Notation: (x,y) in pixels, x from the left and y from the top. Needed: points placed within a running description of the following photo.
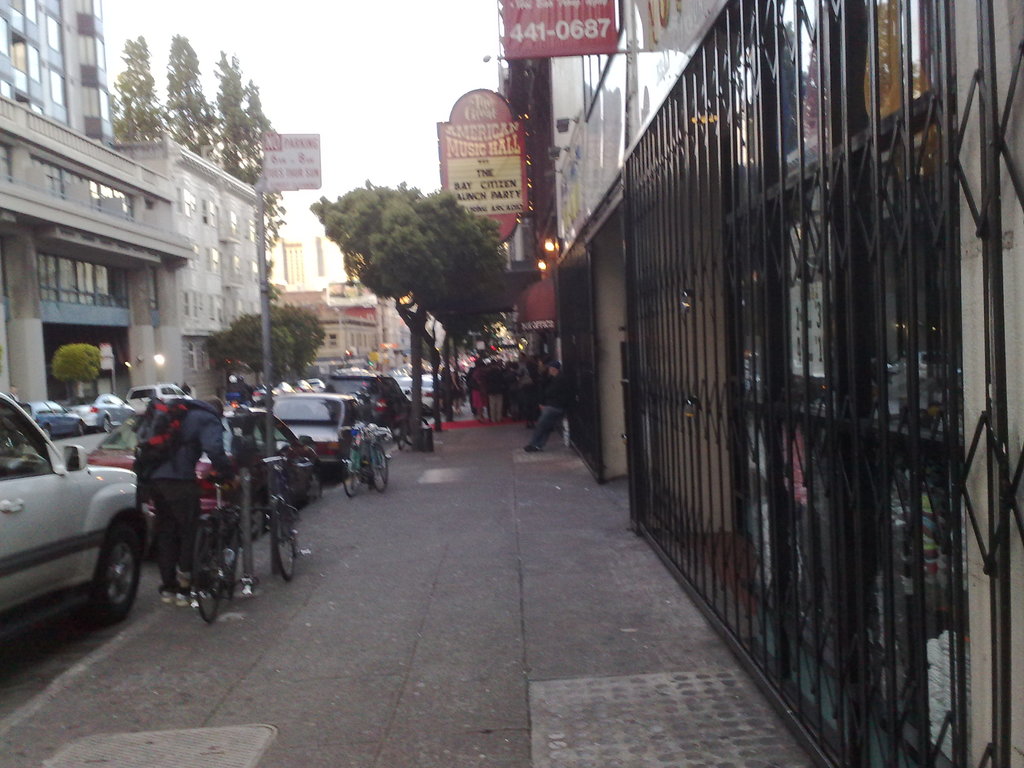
In this picture there are vehicles (78,576) on the road (11,664) and there are bicycles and there are group of people (554,430) and there are poles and trees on the footpath (392,750). There are buildings (606,480) and there are boards (594,210) on the buildings (557,264). At the top (307,109) there is sky (339,132). At the bottom (28,641) there is a road (5,679). On the right side of the image (796,593) there is a railing (754,549).
